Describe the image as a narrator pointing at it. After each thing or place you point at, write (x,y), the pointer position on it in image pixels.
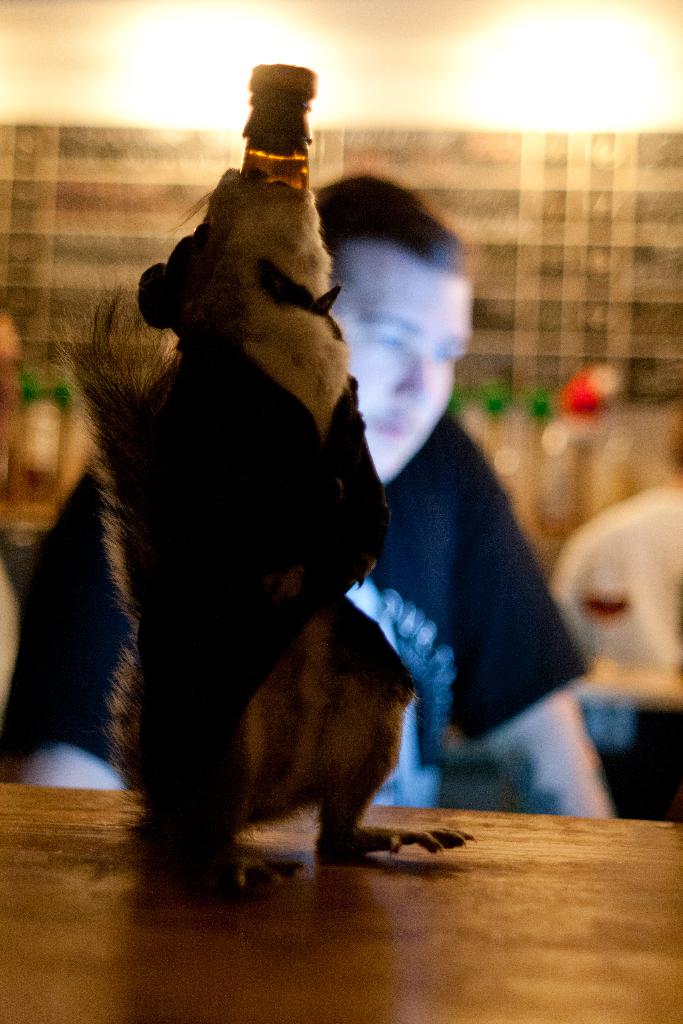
In this image there is a squirrel (206,520) on the table (266,952) and it is holding some object (288,145) in its mouth (264,202). Behind the squirrel (188,596) there is a person (510,671). In the background of the image (340,106) there is a wall (480,140). There are lights (522,58) and there a few objects (630,436).
